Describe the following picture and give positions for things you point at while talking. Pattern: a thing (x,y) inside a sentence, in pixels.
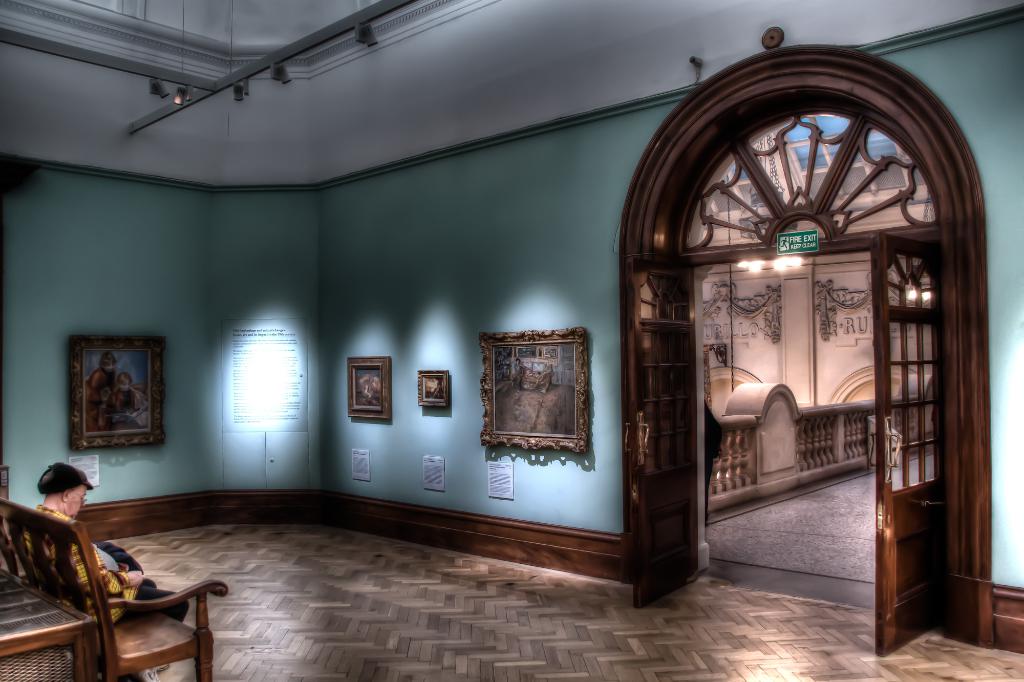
In this room (381,366) on the left (110,571) a person (111,597) is sitting on the chair (107,615) and there are frames (127,396) on the wall (277,270). On the right (689,359) there is a entry door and lights (793,265).
